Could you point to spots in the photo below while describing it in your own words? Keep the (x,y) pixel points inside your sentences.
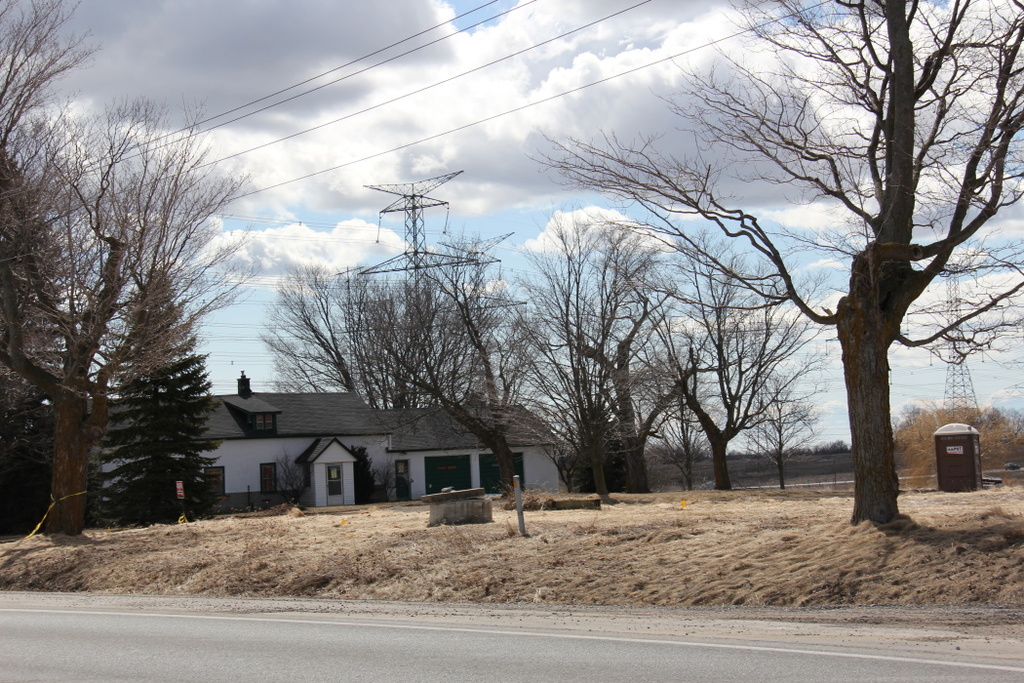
In this image I can see a building (246,442) in white and gray color. Background (619,330) I can see dried trees (299,317), few electric poles (448,173) and sky (507,192) is in white and blue color.
